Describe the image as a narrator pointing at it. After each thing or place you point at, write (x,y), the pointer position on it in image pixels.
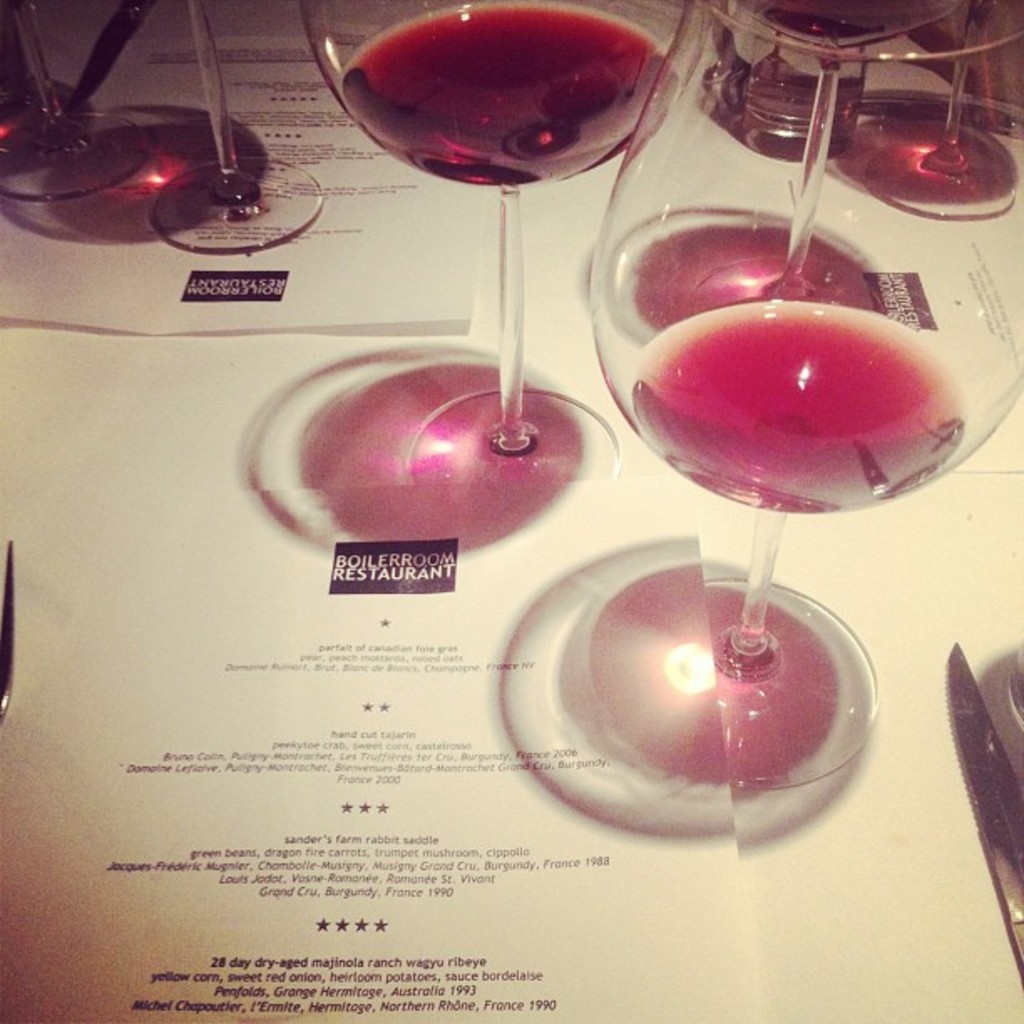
In this image there are glasses (708,382) on the table (473,388) which is in the center (663,609).
